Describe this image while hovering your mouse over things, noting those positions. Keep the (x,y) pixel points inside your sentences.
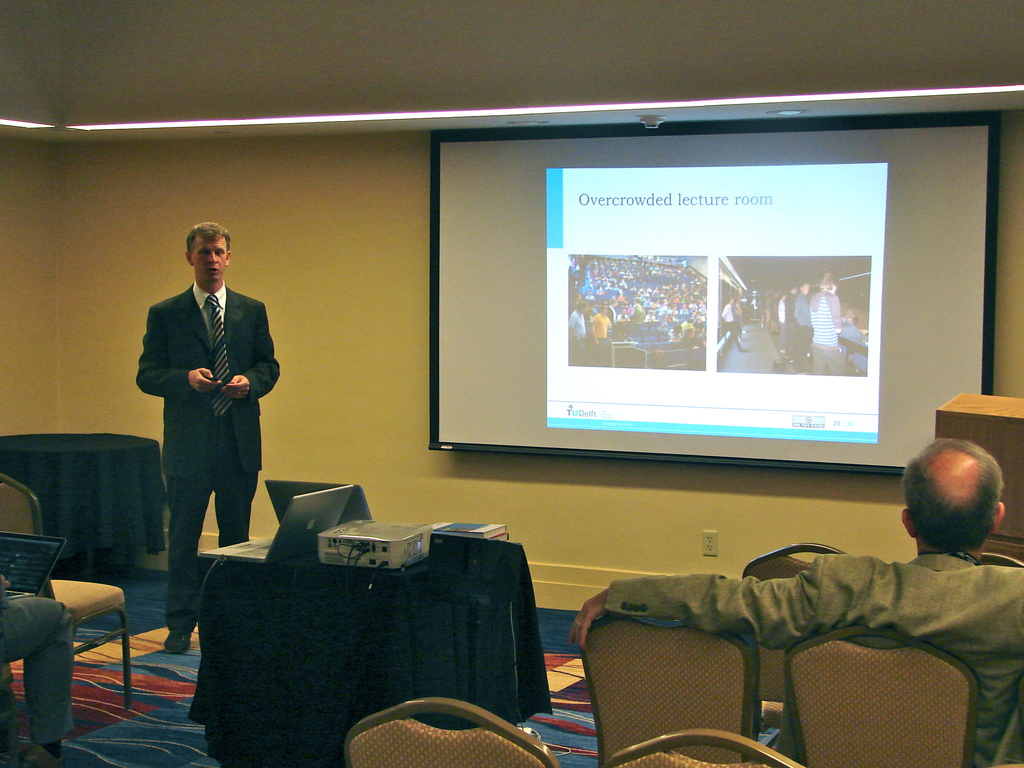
In this image we can see a person (209,342) standing and talking and there is a table (434,583) and on the table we can see two laptops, projector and some other things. We can see a person (24,637) sitting on the left side (4,725) holding laptop (27,589) and there is an another person (962,591) on the right side of the image (897,598) and we can see some chairs (663,645). There is a wall (474,519) with a projector screen (913,412) and on the screen (840,397) we can see some pictures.
